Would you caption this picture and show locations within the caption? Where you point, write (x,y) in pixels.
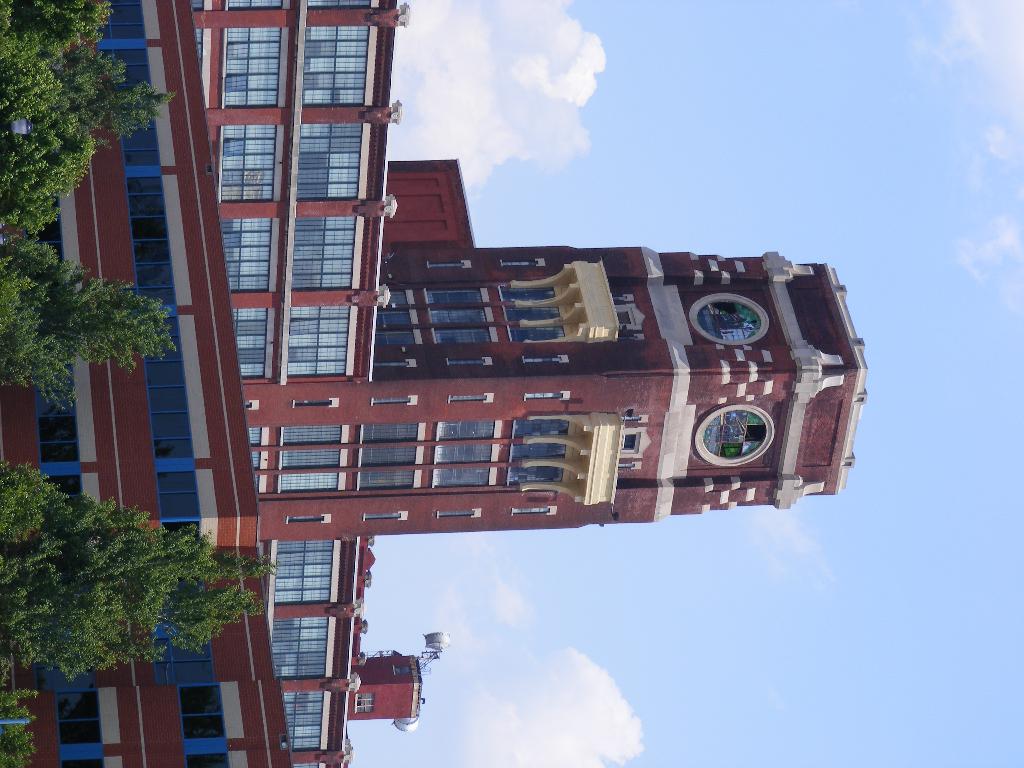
In this picture we can see trees (46,284) on the left side (46,284), in the background (53,222) there is a building (237,479), we can see the sky (971,385) at the top of the picture (681,83).
